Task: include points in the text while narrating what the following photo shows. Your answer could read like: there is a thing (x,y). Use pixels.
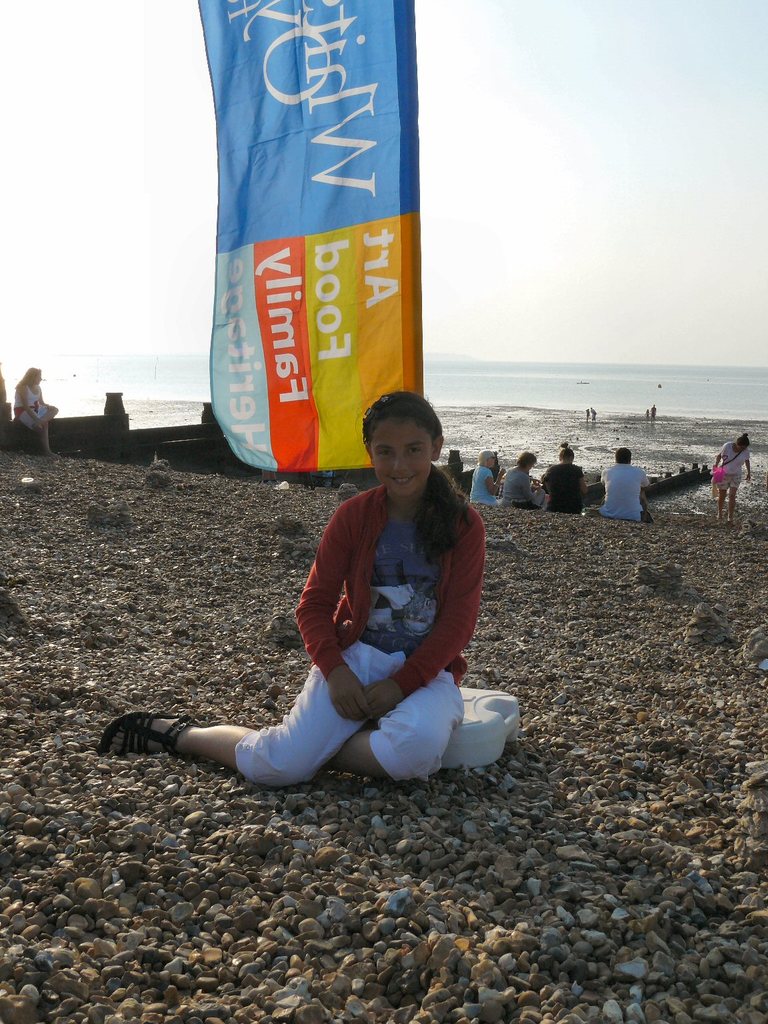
In this image I can see people (360,618) among them some are sitting and some are standing on the ground (598,421). Here I can see a banner (325,268) which has something written on it. In the background (690,190) I can see the water (690,392) and the sky (635,162).
